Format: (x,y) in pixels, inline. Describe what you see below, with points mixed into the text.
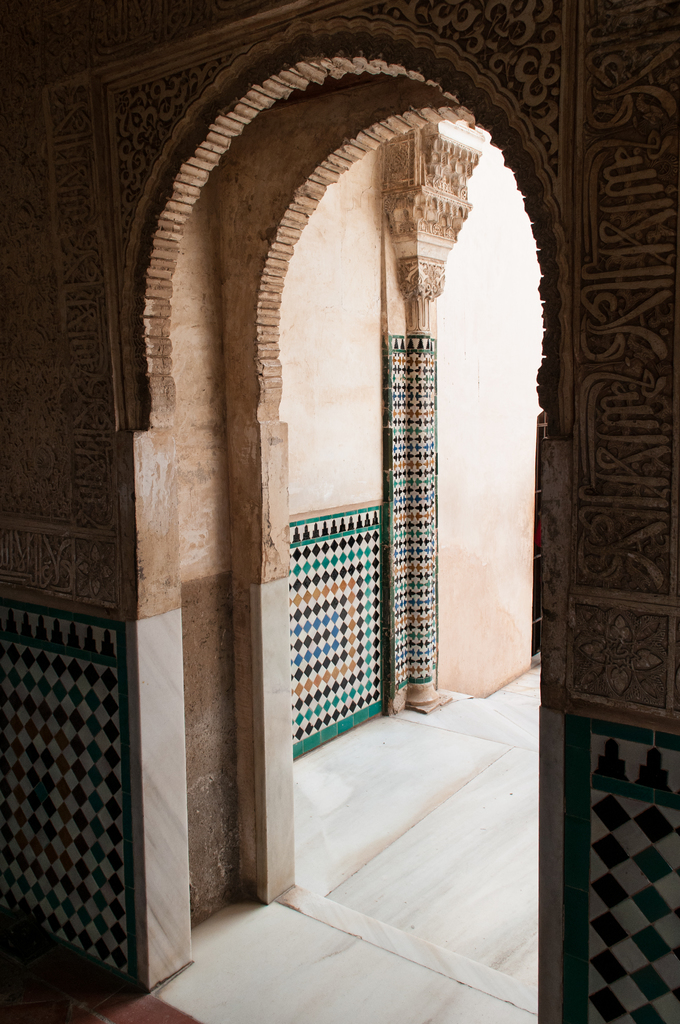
This is an entrance (254,494) of a building (375,565). This image is taken from inside.
